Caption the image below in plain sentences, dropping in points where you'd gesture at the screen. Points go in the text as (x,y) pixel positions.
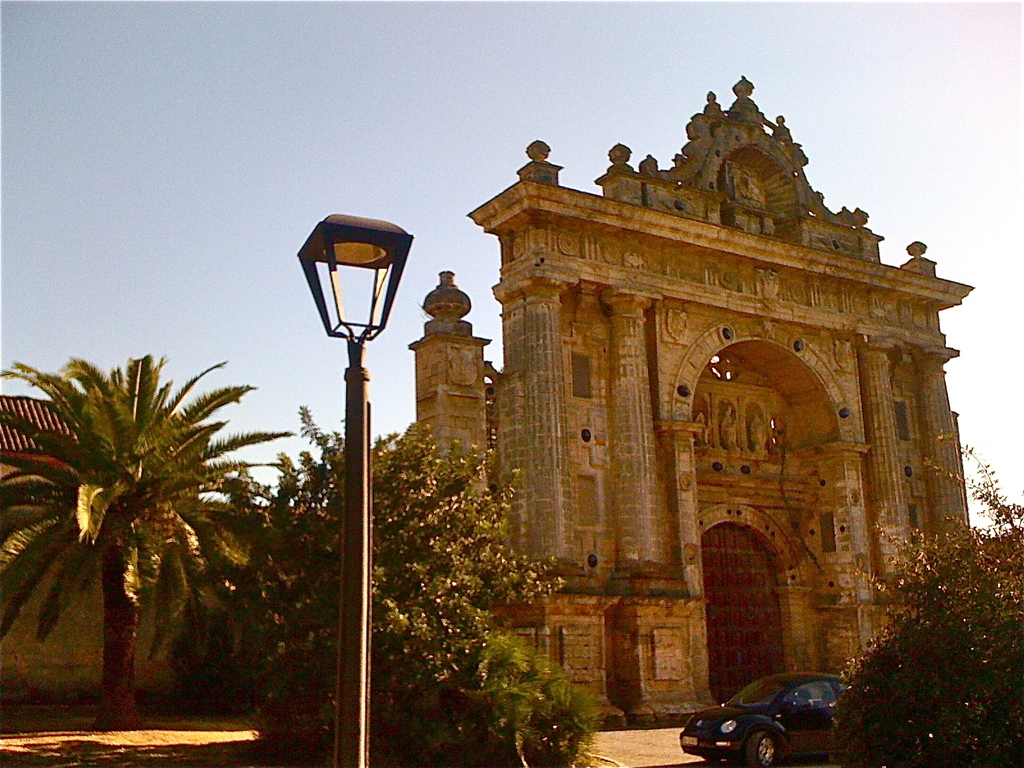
In this picture there is a monument (715,282) on the right side of the image (824,249) and there is a car (807,712) at the bottom side of the image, there are trees (1017,542) in the image and there is a lamp pole (368,600) in the image.
